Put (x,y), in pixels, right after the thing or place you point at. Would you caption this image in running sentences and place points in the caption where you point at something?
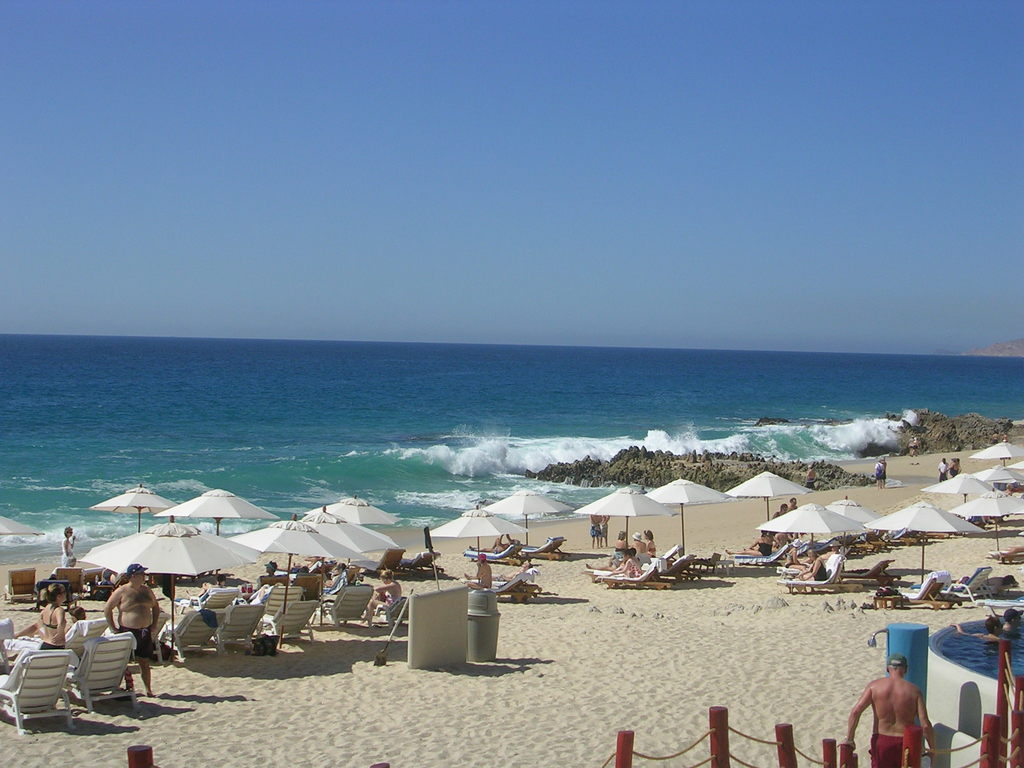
In this picture we can see the beach view (650,703) with white umbrellas (311,545) and relaxing chairs (296,608) with some people (628,562) sitting on it. Behind we can see the blue sea (313,396). On the top (488,246) there is a sky (498,224).
